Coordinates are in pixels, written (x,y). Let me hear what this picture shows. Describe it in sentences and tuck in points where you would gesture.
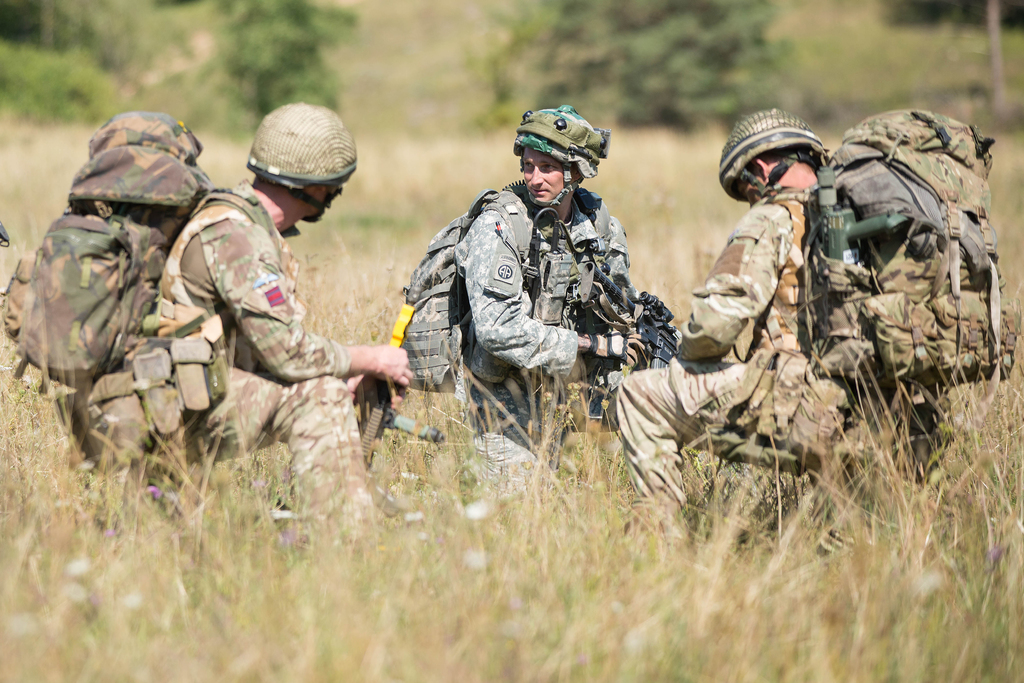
In this image, we can see a few people (772,403) carrying bags (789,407). Among them, two people (583,130) are holding guns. We can see the ground (774,618) covered with grass (482,562). There are some trees (641,65).
